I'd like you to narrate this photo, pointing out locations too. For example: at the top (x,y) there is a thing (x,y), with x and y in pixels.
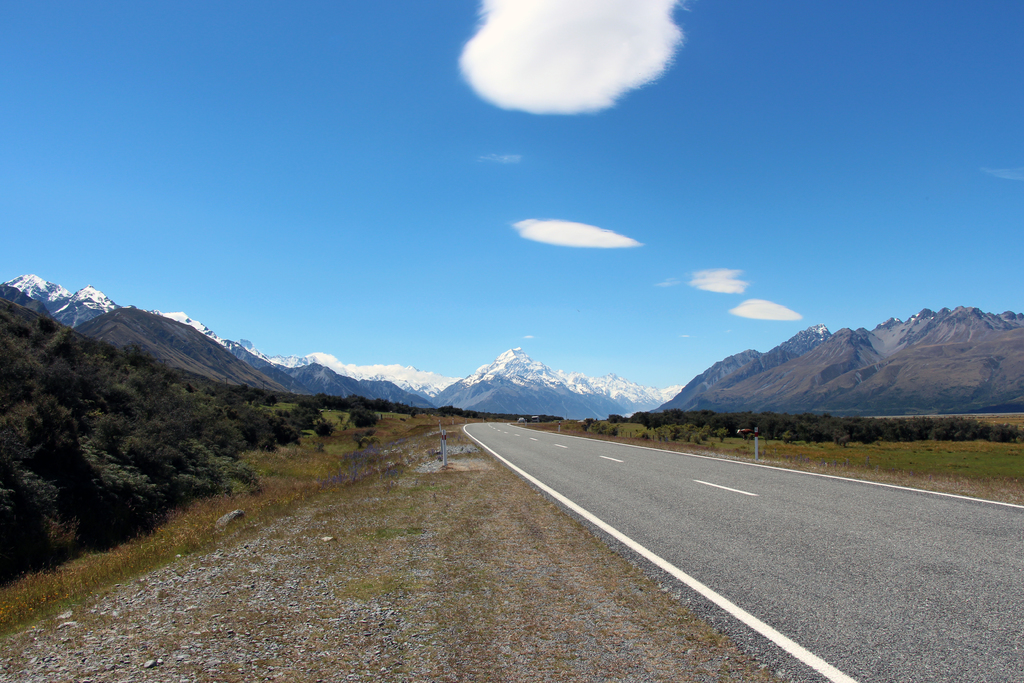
On the right side of the image (821,590) there is road (576,466). And on the ground (347,483) there is grass (247,504) and also there are small plants (101,378). In the background (1000,346) there are hills (804,353) and mountains (821,353). At the top of the image (676,148) there is sky (551,118) with clouds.
